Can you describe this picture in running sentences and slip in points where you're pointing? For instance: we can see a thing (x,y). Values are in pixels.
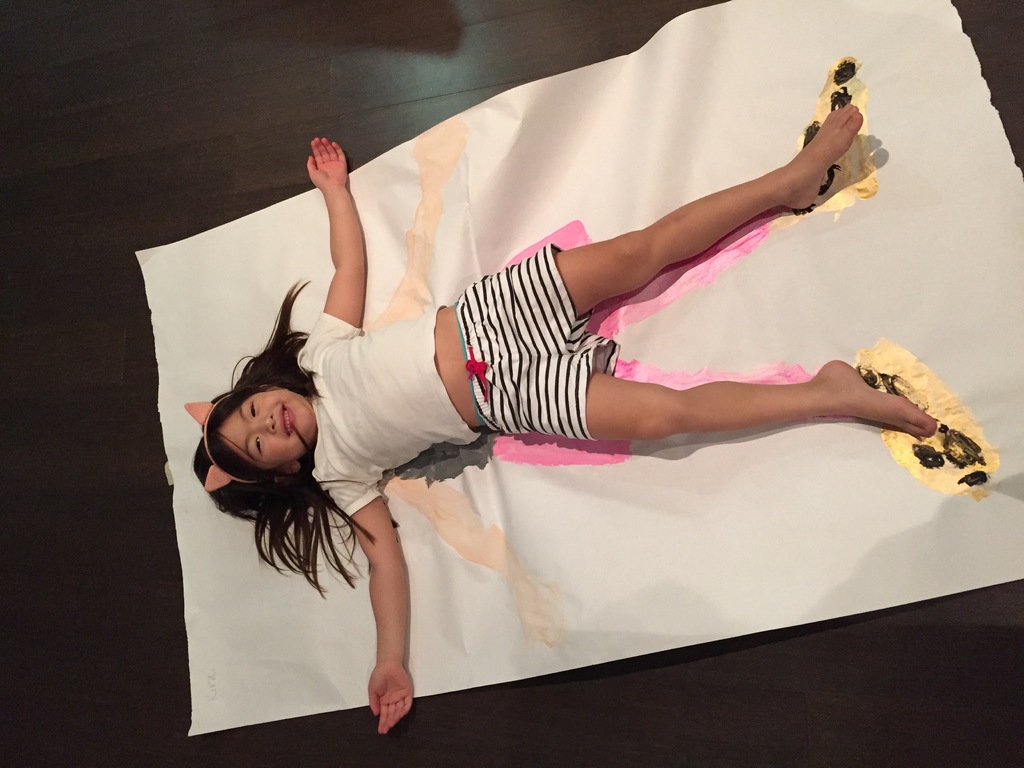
In this image I can see the brown colored floor (208,75) and on the floor (209,68) I can see the white colored sheet (553,112). I can see a girl (493,307) wearing black and white colored dress (417,365) is lying on the white colored sheet (638,200) and some painting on the sheet (533,204).
